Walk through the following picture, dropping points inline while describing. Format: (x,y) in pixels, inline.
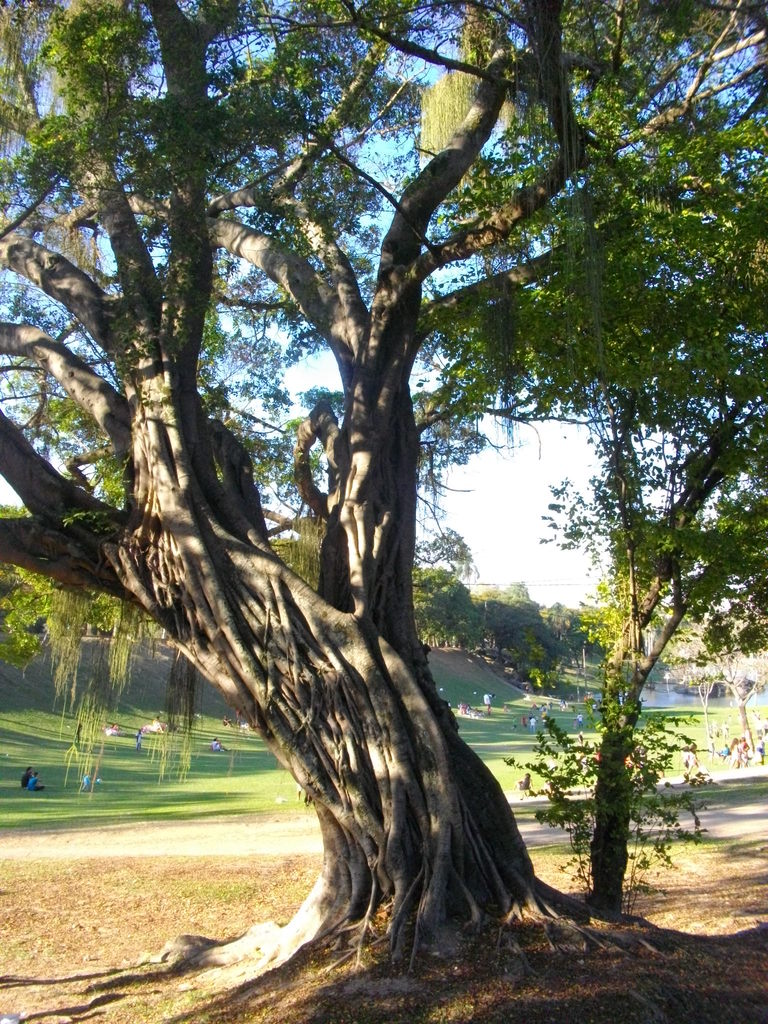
In this image there are trees (433,632), there is grass (86,759) on the ground (53,759) and there are persons (462,710), and we can see clouds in the sky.
